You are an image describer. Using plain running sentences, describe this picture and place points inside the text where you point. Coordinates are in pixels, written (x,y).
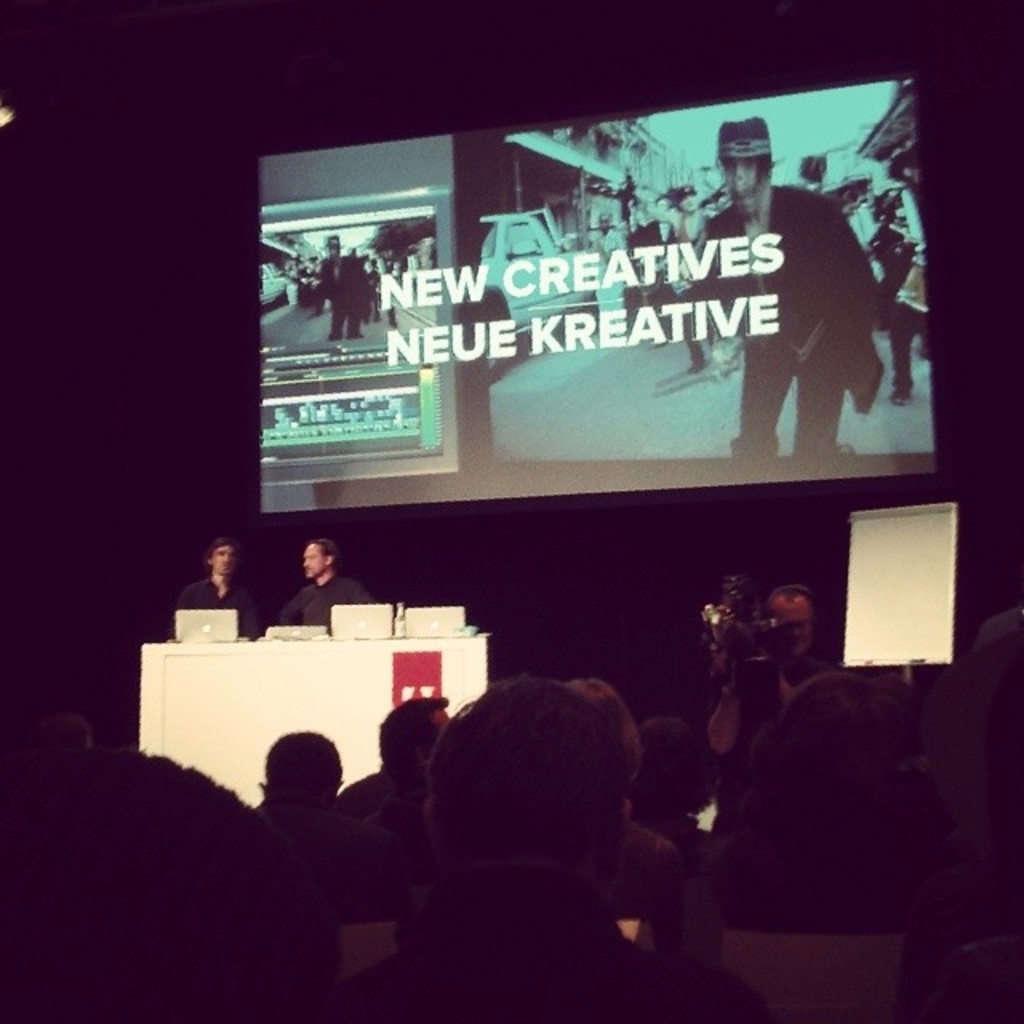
There are two men (245,621) standing. This looks like a podium (220,747). I can see four laptops (435,617) and few other things (402,626) on it. This is a screen (339,483) with a display (865,468). I can see a person (800,626) standing and holding a video recorder (734,583). There are groups of people (470,895) sitting. This looks like a whiteboard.
